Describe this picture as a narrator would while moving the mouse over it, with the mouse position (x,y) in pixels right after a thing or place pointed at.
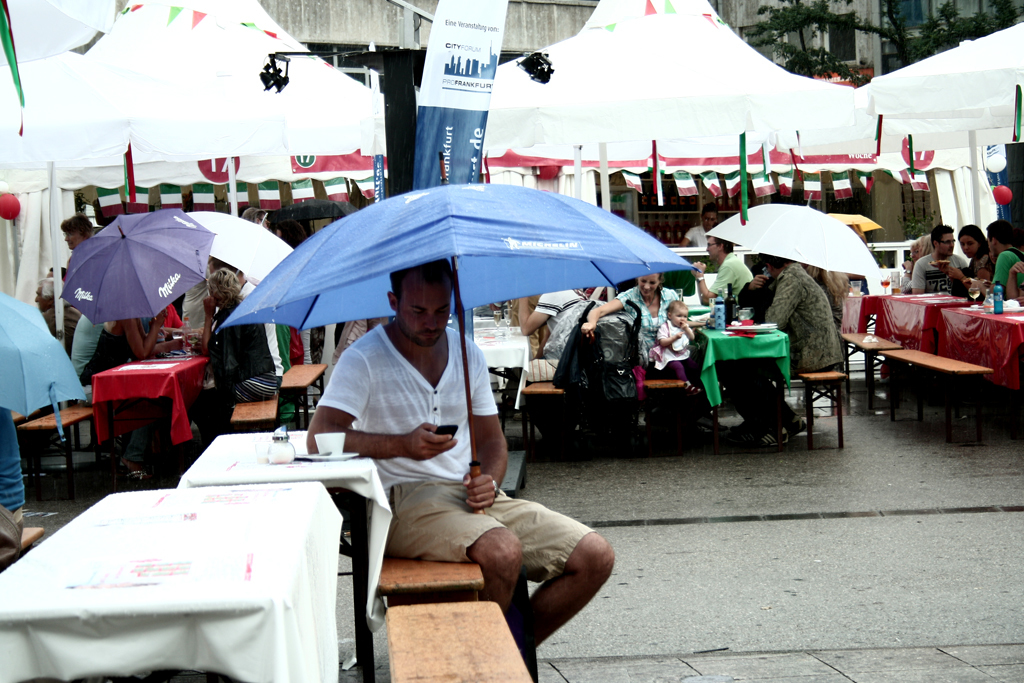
In this image i can see man (464,499) sitting on the bench (453,572) and holding an umbrella (492,279) and a mobile (439,428) beside a man (364,424) there is a cup (334,442), a table (346,479) at the back ground (648,326) i can see a group of people (785,308) sitting on the table (786,341) there is a tent (695,149) on the background (695,149) and a banner (448,102).
